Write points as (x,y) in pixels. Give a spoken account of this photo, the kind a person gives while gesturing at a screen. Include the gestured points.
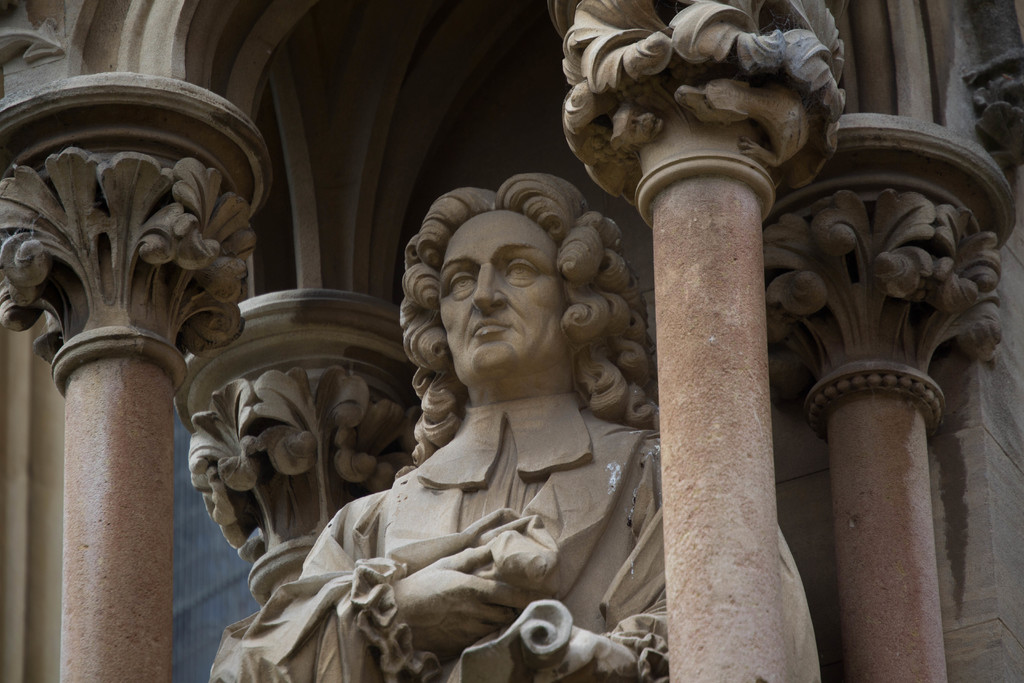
In this picture we can see a statue (498,526) in the middle (499,423), we can see two pillars (691,389) in the front (122,390).
